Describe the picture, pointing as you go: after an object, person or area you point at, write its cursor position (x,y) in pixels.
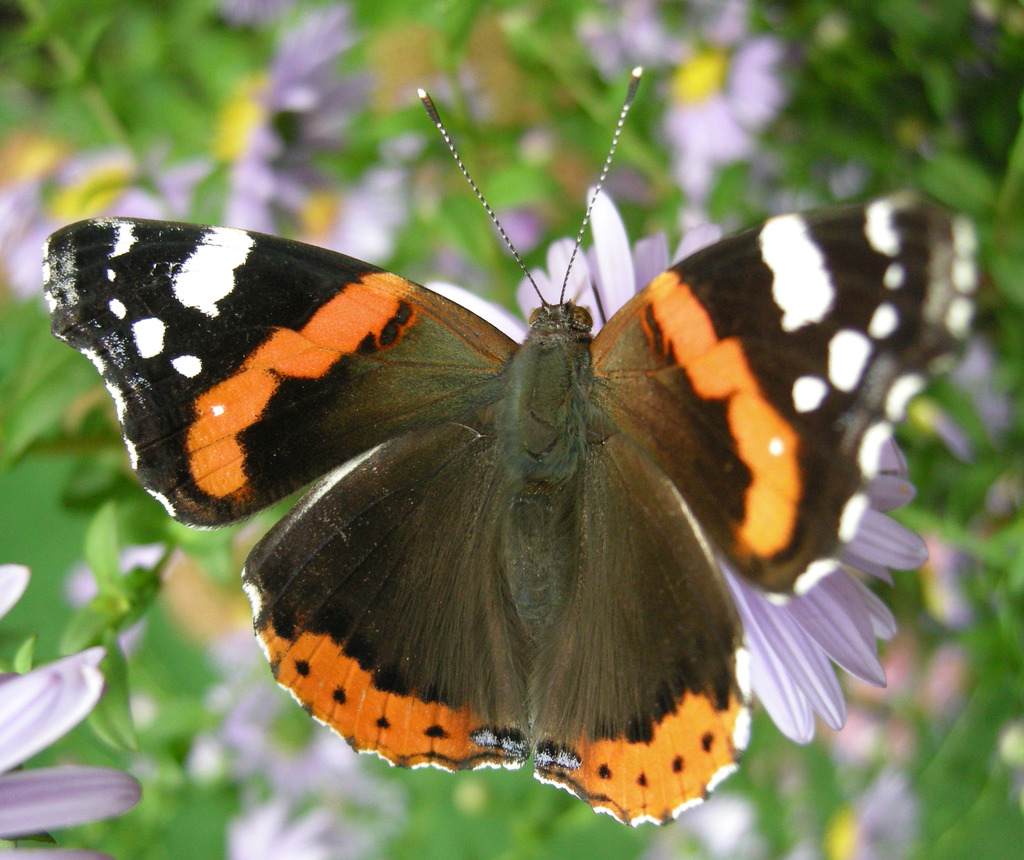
In this image I can see an insect (432,496), I can see colour of this insect (336,363) is orange, white and little bit brown. In the background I can see few flowers (332,241) and I can see this image is little bit blurry from background (14,102).
